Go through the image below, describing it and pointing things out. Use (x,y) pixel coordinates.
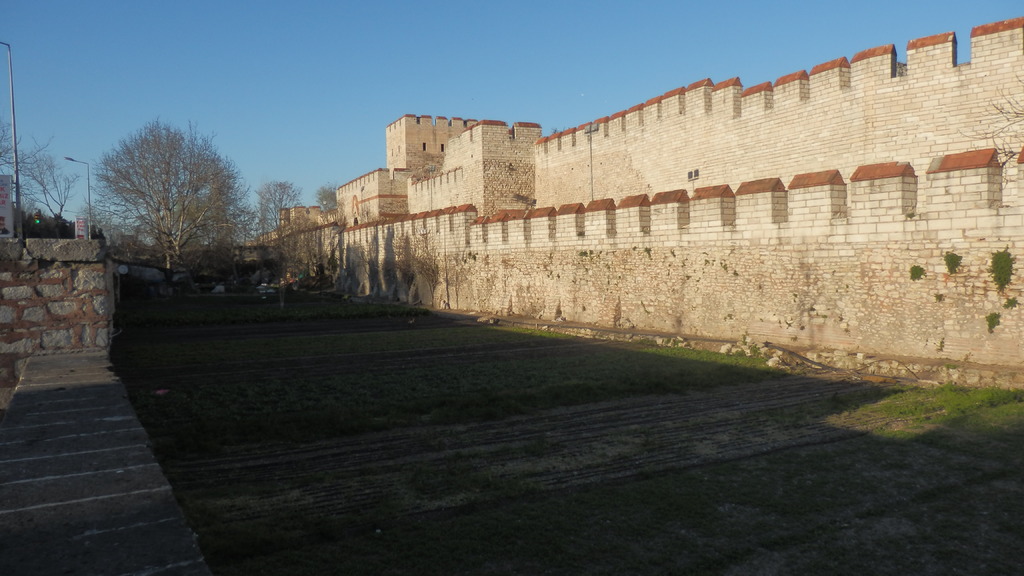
In this image on the left (103,278) and right side (697,196), I can see the walls (510,253). In the middle (433,380) I can see the grass (339,379) and the trees (197,250). At the top (394,64) I can see the sky (406,62).
